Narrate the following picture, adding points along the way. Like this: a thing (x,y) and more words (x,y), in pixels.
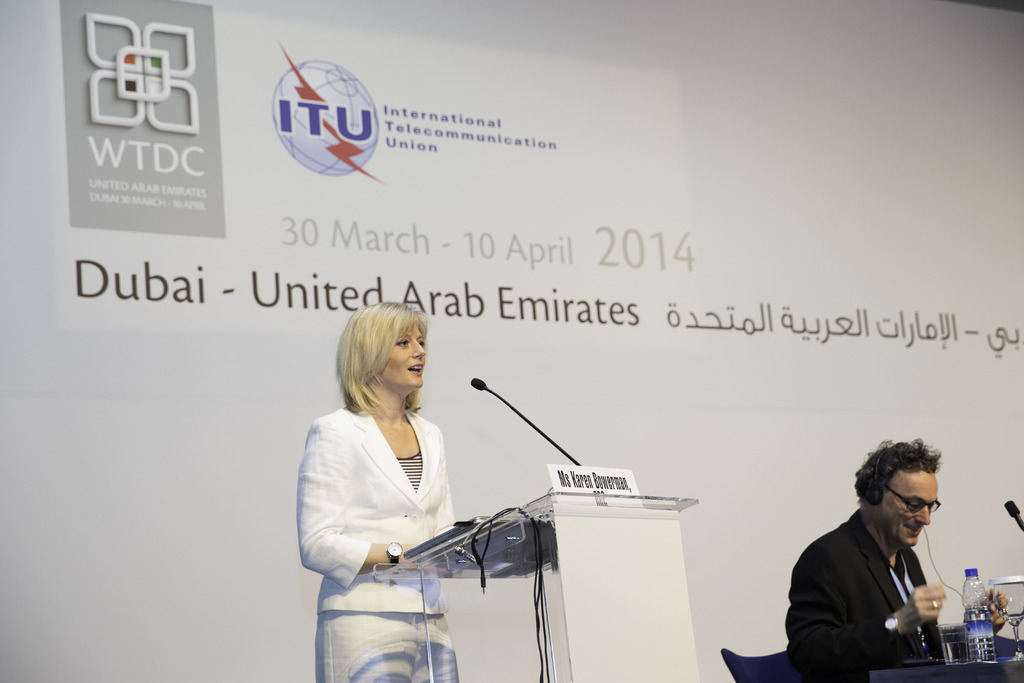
In this picture I can see a woman (394,402) standing near the podium (665,541), there is a nameplate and a mike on the podium (618,511), there is a man (865,501) sitting on the chair (754,674), there are glasses (957,636), bottle (973,629) and there is an another mike (1021,517) on the table (883,673), and in the background (689,8) there is a board (861,244).
